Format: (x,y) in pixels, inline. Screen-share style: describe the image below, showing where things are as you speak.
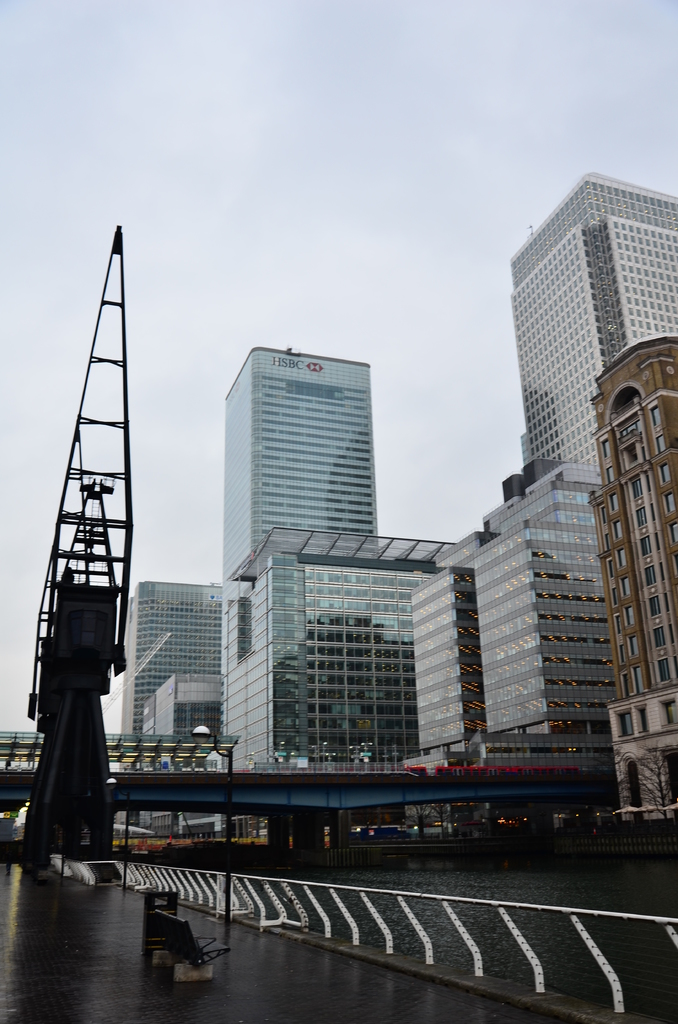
In this picture we can see the iron grills (264,878), river (549,887) and a bridge (336,764). Behind the bridge (185,790) there are buildings (317,516) and the sky (311,184). On the building (266,367) there is a name board (282,360). On the left side of the bridge (183,770), it looks like an iron object (69,817). Behind the buildings (299,705) there is the sky (104,444).
